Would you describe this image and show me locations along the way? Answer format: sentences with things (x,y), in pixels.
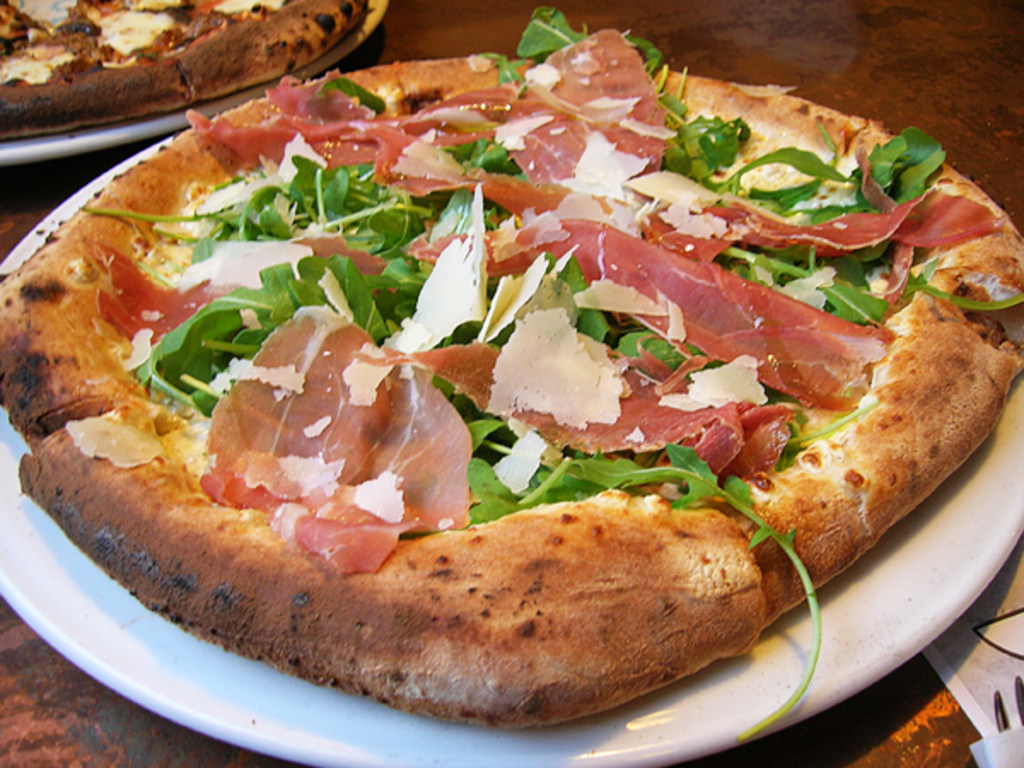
In this picture we can see two plates (124,627) on an object (8,174) and in the plates (53,225), there are food items (156,171).
